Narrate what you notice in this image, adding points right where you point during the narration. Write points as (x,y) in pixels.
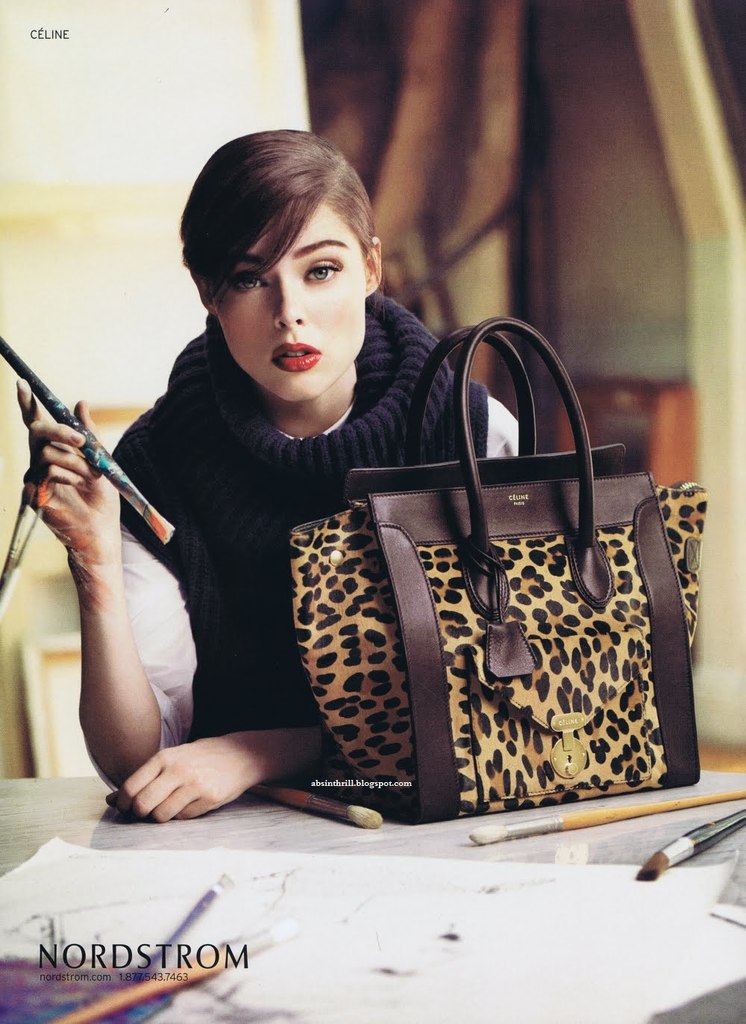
In this picture we can see women (289,447) wore scarf (300,480) holding brush (141,500) in one hand (92,468) and in front of her we can see table (112,839) and on table (103,840) we can see papers (300,919), bag (422,667), brushes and in background (383,163) it is blurry.
